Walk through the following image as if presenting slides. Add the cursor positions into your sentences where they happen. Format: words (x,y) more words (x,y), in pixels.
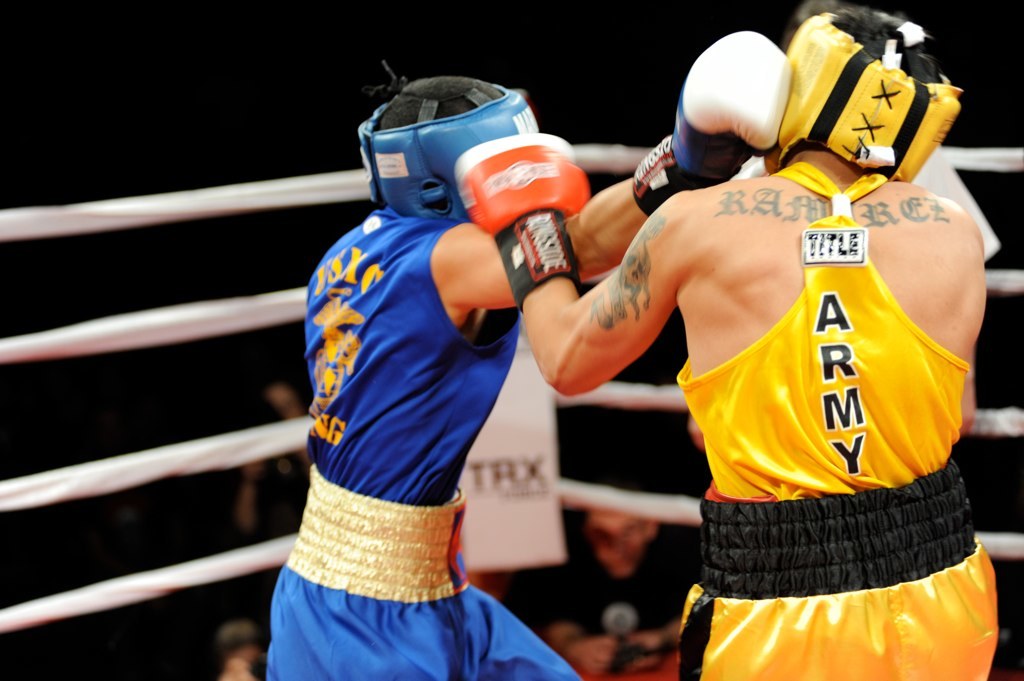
This picture shows boxing between two men (691,222) on the ring (540,489) and we see people (602,530) standing.
